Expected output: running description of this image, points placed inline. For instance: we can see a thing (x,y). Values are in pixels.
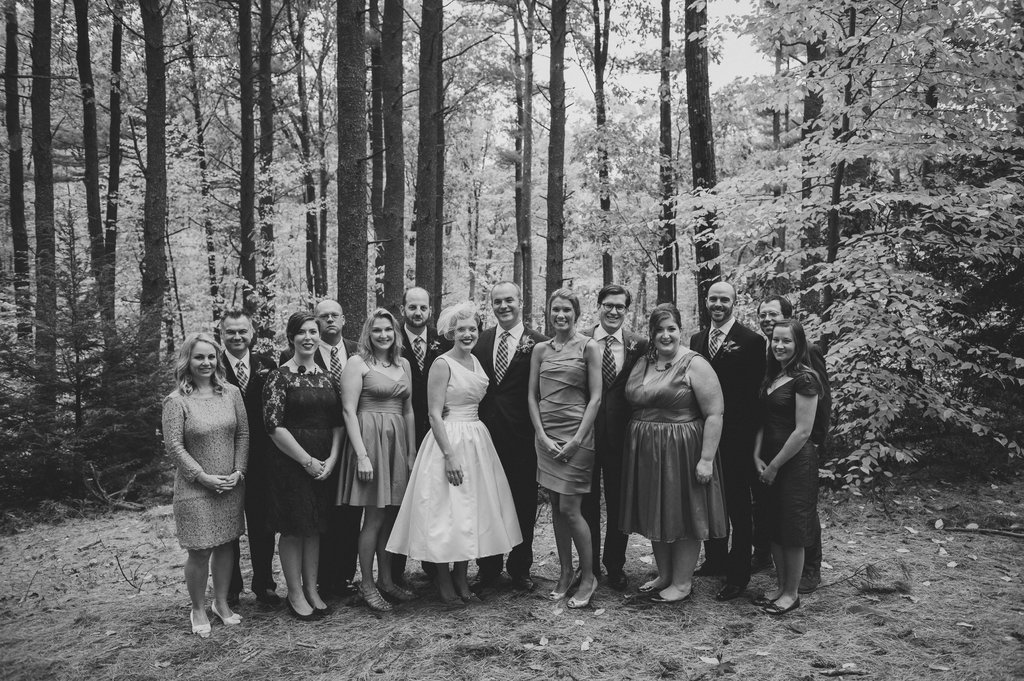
It is a black and white image. In this picture, we can see a group of people (410,547) are standing on the ground (166,533) and watching. Here we can see few people (424,416) are smiling. Background (999,338) there are so many trees (442,247).
